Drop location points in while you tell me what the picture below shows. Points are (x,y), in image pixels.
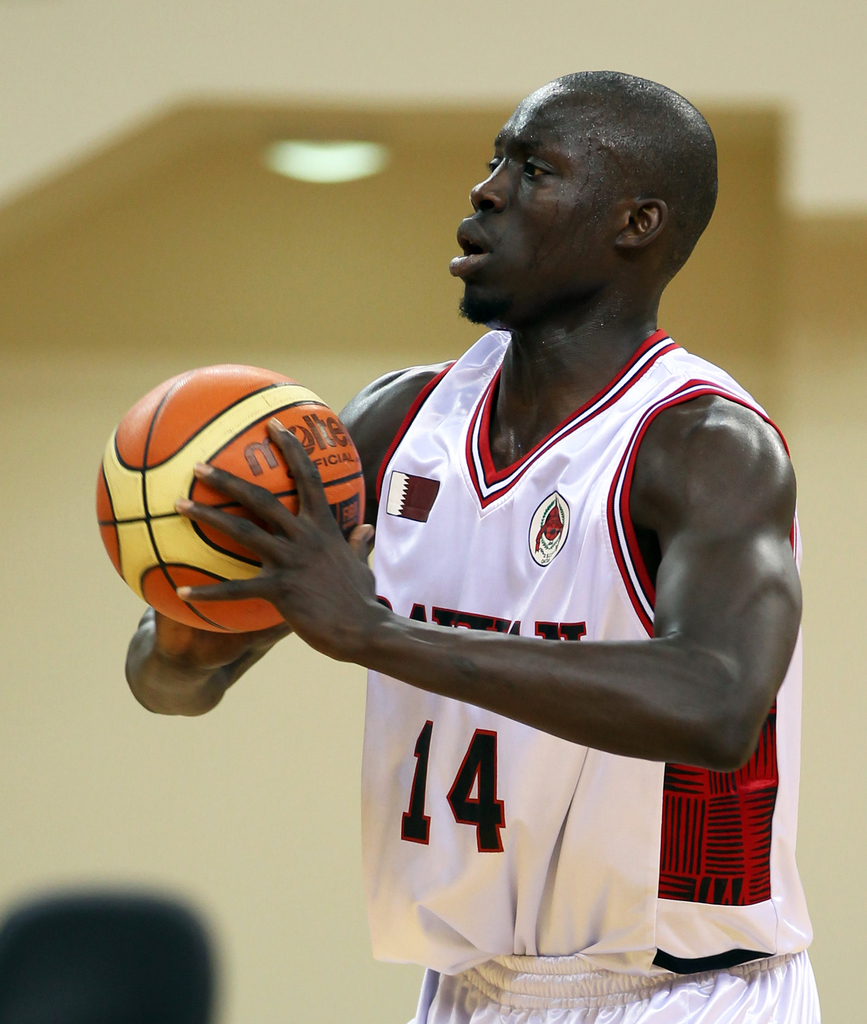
in the picture a person (543,455) is standing on catching a ball (193,438).
